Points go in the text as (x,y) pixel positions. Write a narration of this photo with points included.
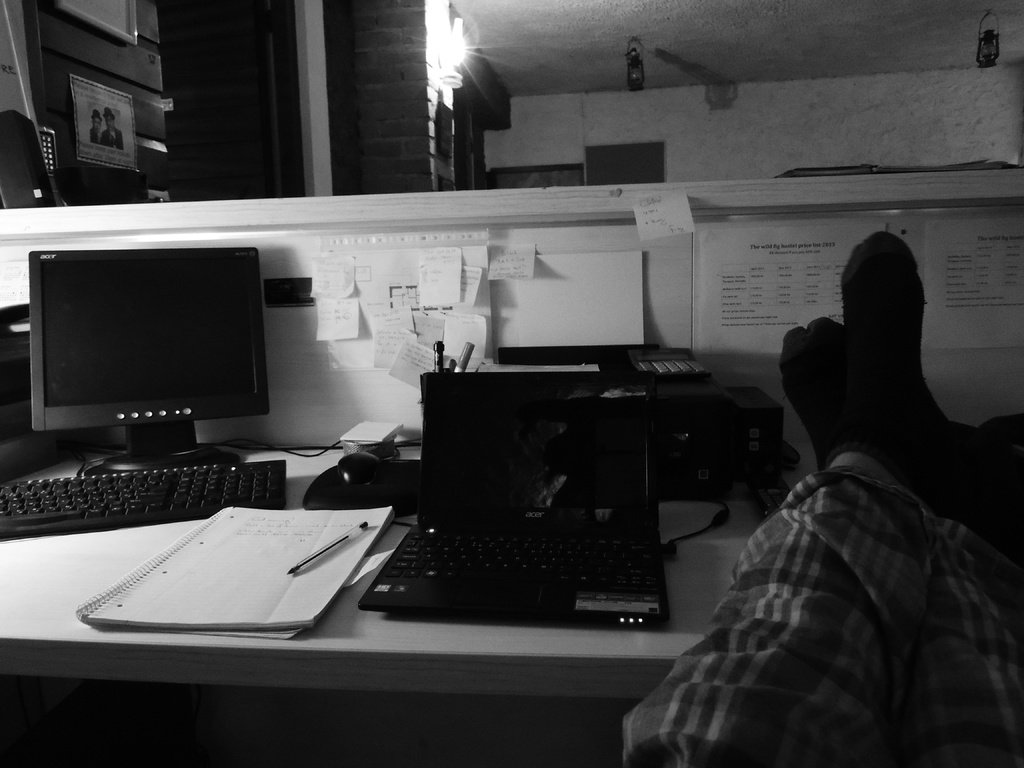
This is a black and white image. In this image we can see persons legs (757,568) on the table (713,571). There is a laptop (450,558). There is a book (165,552) and a pen (363,527). To the left side of the image (24,529) there is a monitor (159,459), Keyboard (117,484), mouse (374,481) and other objects (15,352) on the table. There are papers (410,254) sticked on the table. In the background of the image (720,155) there is wall (537,161). At the top of the image (511,28) there is ceiling (507,48) with lights (454,25).
